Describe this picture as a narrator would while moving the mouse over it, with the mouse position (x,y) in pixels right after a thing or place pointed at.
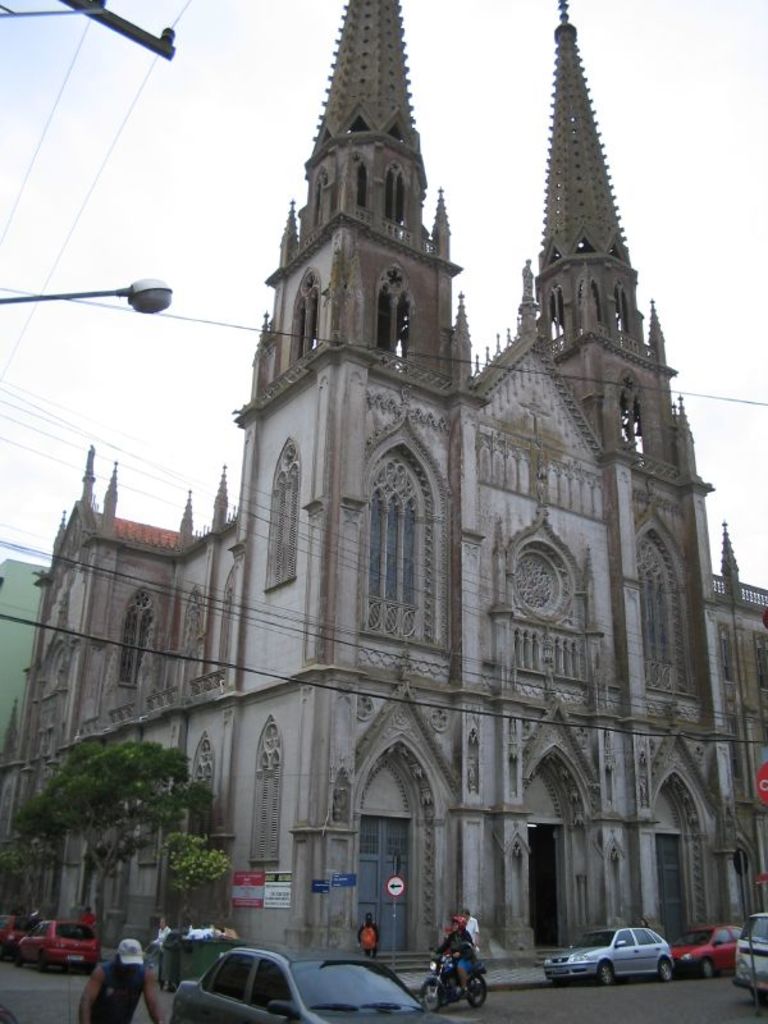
In the center of the image (272,456) there is a church (484,895). At the bottom of the image (575,990) there is road (607,990) on which there are vehicles (244,961). There is a tree (165,757). There is a street light (17,298). At the top of the image (666,131) there is sky (645,77).
